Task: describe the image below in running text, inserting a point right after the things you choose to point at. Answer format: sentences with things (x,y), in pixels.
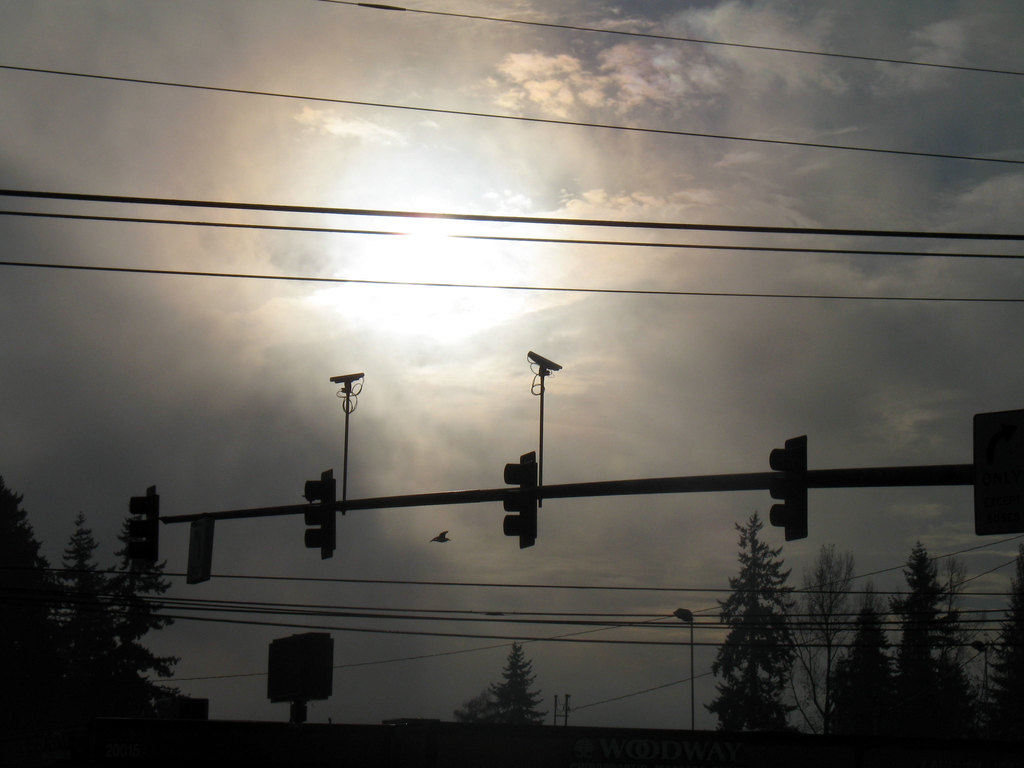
At the bottom of the picture (283,668) there are trees (506,691), cables (534,617), signal lights (517,493), cameras (338,379), hoarding (309,686). At the top (219,203) there are cables (221,223). In the background (451,297), in the center (448,323) it is sun (383,287). Sky (395,319) is cloudy.
